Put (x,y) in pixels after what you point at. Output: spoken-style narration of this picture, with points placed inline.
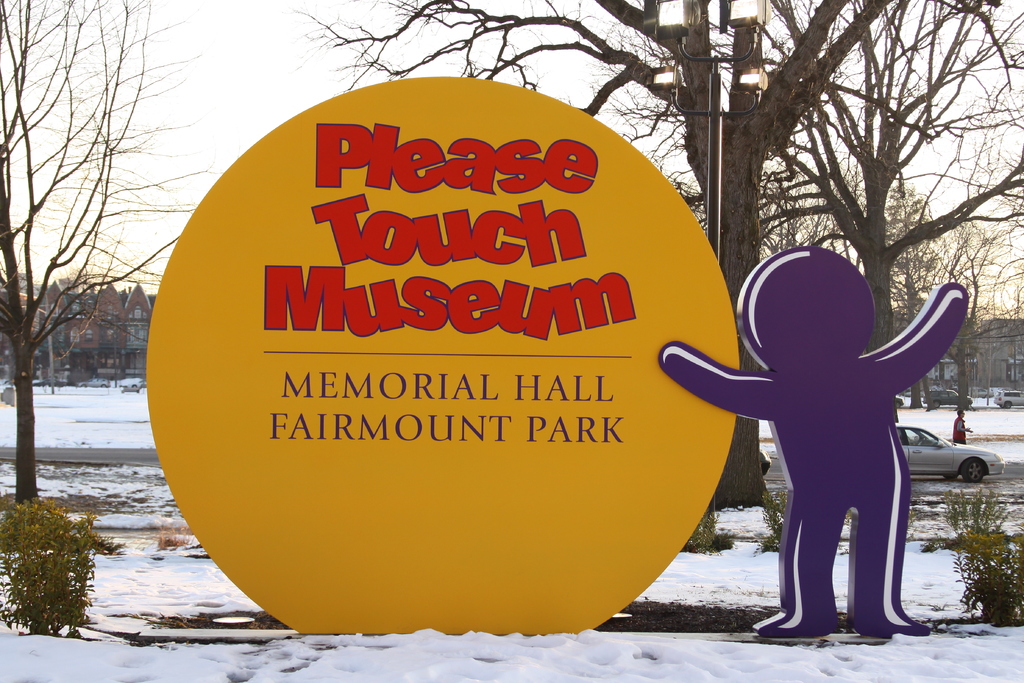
In the picture I can see a yellow color board (587,204) and I can see the text (484,288) on it. There is a cutout figure (826,393) on the right side (790,412). I can see the snow (1007,643) at the bottom of the picture (230,681). There are deciduous trees (102,133) on the left side (104,117) and the right side (754,140) as well. I can see the light pole (721,161) on the side of the road (951,476). I can see a car (910,432) on the road (1003,479) on the right side (979,473). In the background (761,152), I can see the trees (929,393).
